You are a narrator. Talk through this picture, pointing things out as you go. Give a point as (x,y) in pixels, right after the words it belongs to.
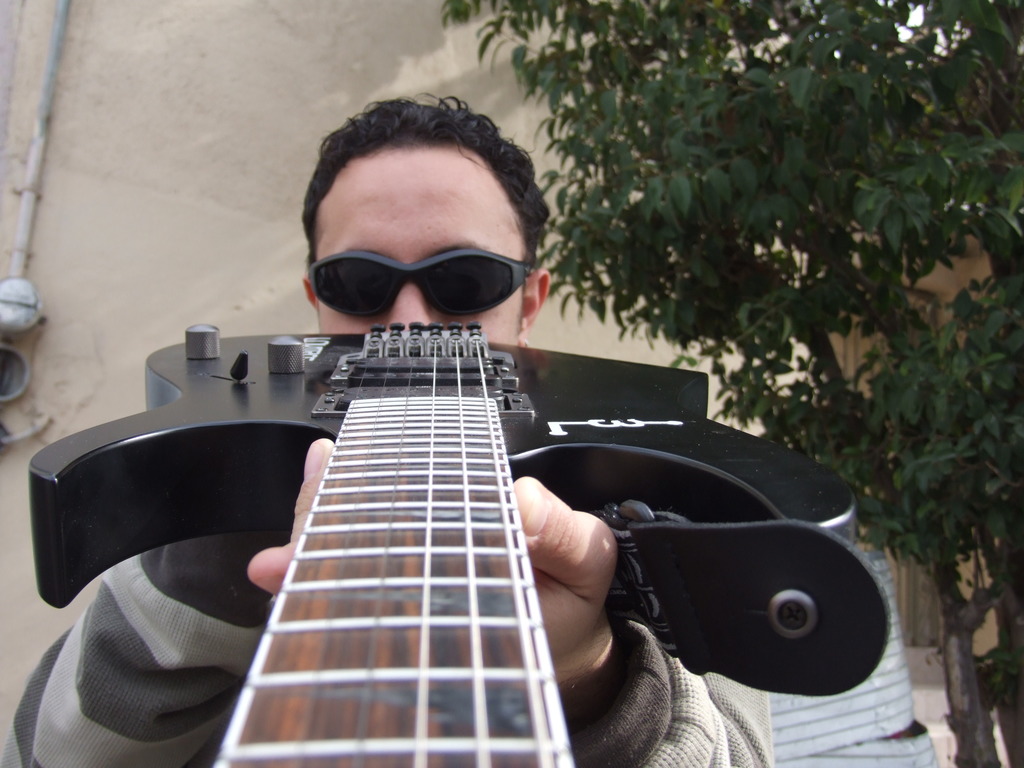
In the image there is a man (438,243) holding a guitar (380,505), on the right side of him there is a tree (794,305).
